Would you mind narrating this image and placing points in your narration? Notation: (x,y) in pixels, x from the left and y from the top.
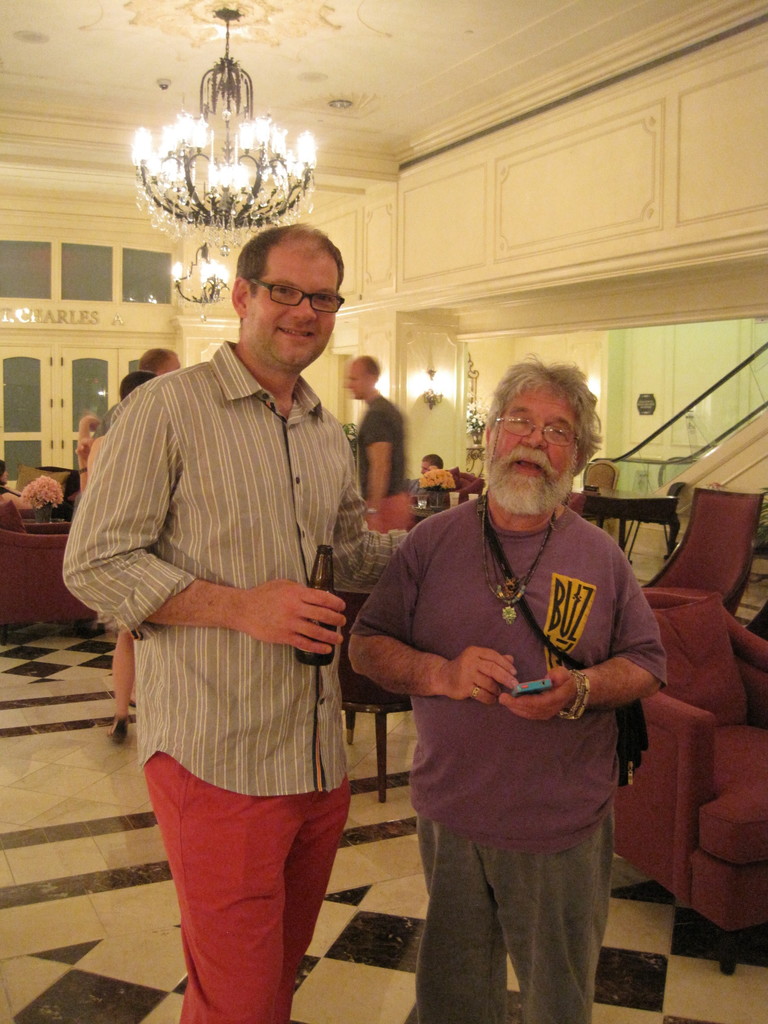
There are two persons (305,823) standing at the bottom of this image (327,756). We can see chairs (677,574), people (398,488) and a wall (447,404) is in the background (395,338). There is a chandelier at the top of this image (220,89).
